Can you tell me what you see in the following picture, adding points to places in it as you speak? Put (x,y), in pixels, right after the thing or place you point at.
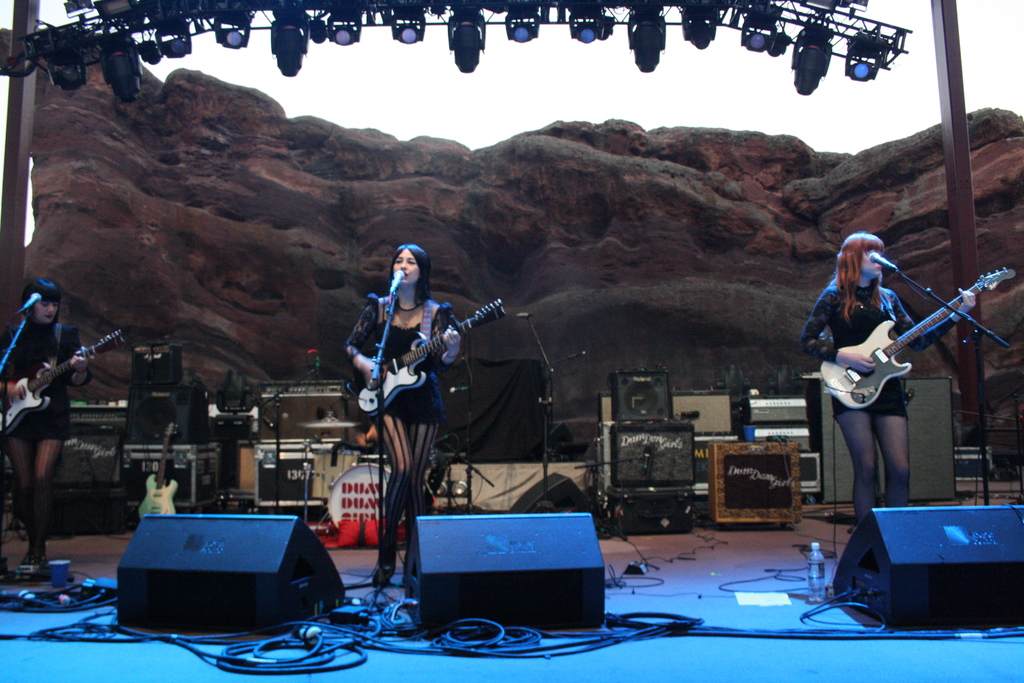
This is looking like a stage (557,480) and girl (403,339) is holding a guitar (409,363) and playing and singing. And in front of her there is a mic stand (387,322). Another girl (863,329) is holding a guitar (872,378) and playing. There are so many speakers (996,540) and wires (343,629) in the stage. On the left corner (40,396) there is a girl (34,353) holding guitar (33,393) and playing. In the background (701,219) there is a rock (169,174) also a arch of light settings (112,58) are there. And two pillars (961,178) are over there.
